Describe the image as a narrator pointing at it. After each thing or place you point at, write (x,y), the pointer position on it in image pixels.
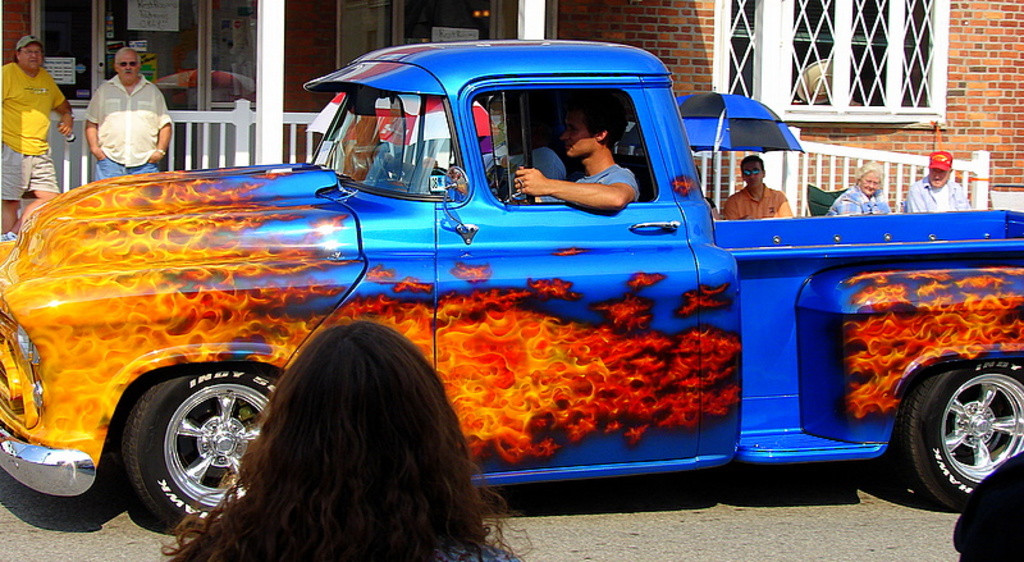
In this image we can see a blue color car (355,280) with fire (87,347) painted on it. There is a man (610,178) sitting inside the car (553,202). In the background of the image (802,45) we can see a building (268,33), an umbrella (745,128), few persons (31,135) and a glass window (157,46).
